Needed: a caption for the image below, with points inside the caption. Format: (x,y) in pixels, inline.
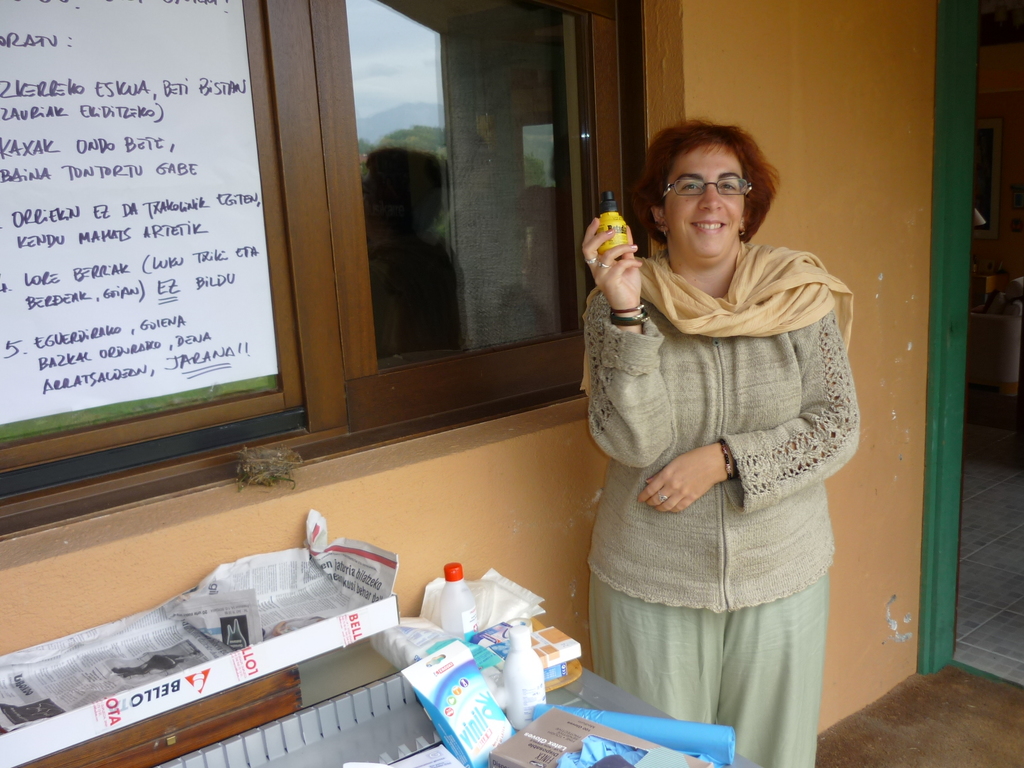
In this image I can see a woman (718,495) is standing, I can see she is wearing specs (680,181), a grey colour jacket (705,368) and I can see she is holding a yellow colour thing (616,230). I can also see smile on her face (735,230). Here I can see newspaper's pages (155,650), few white colour bottles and few blue colour things (466,738). In the background (138,35) I can see white colour board (225,199) and on it I can see something is written.
